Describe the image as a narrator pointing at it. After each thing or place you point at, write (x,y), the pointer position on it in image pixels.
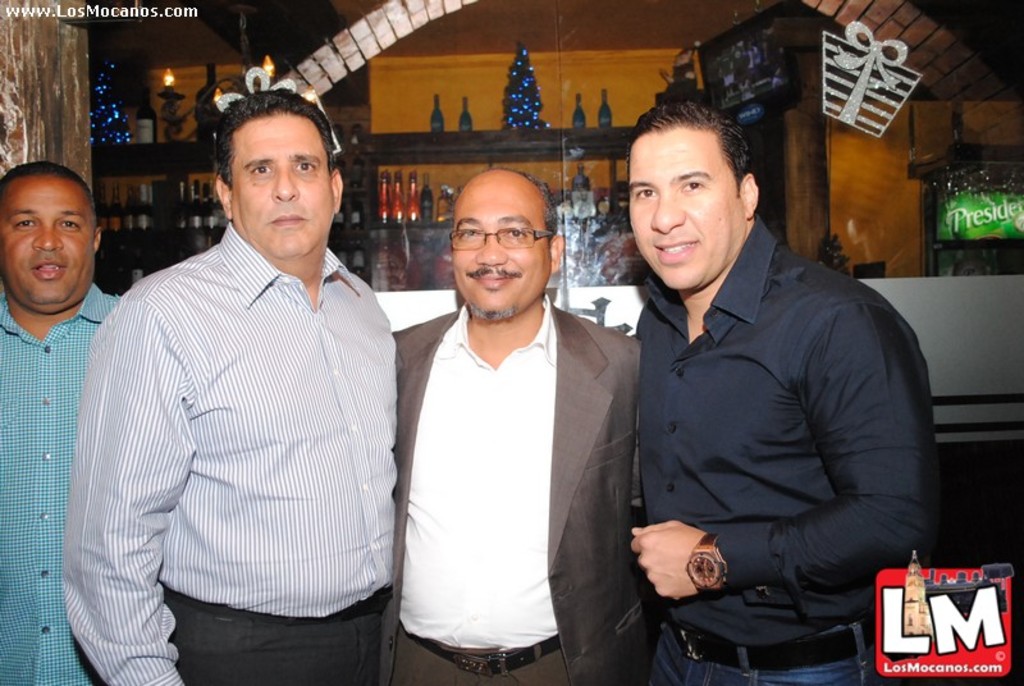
There are four men (617,369) standing. This looks like a glass door (938,261). I can see few bottles (434,130) and decorative items (520,104) are placed in the rack (522,148). These are the watermarks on the image.
